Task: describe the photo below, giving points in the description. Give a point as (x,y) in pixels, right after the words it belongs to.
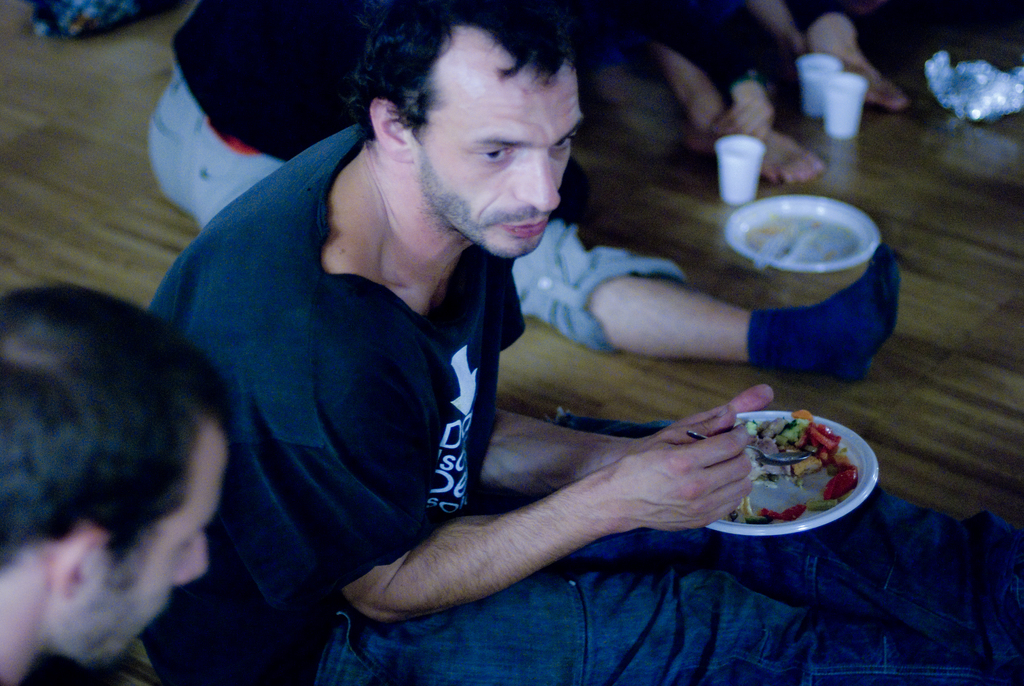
In this image few people (116,492) are sitting on the ground (631,163). This person (729,447) is holding a plate (794,481) and a spoon (759,449). There are few plates (799,257), cups (739,174) on the floor (805,281).
